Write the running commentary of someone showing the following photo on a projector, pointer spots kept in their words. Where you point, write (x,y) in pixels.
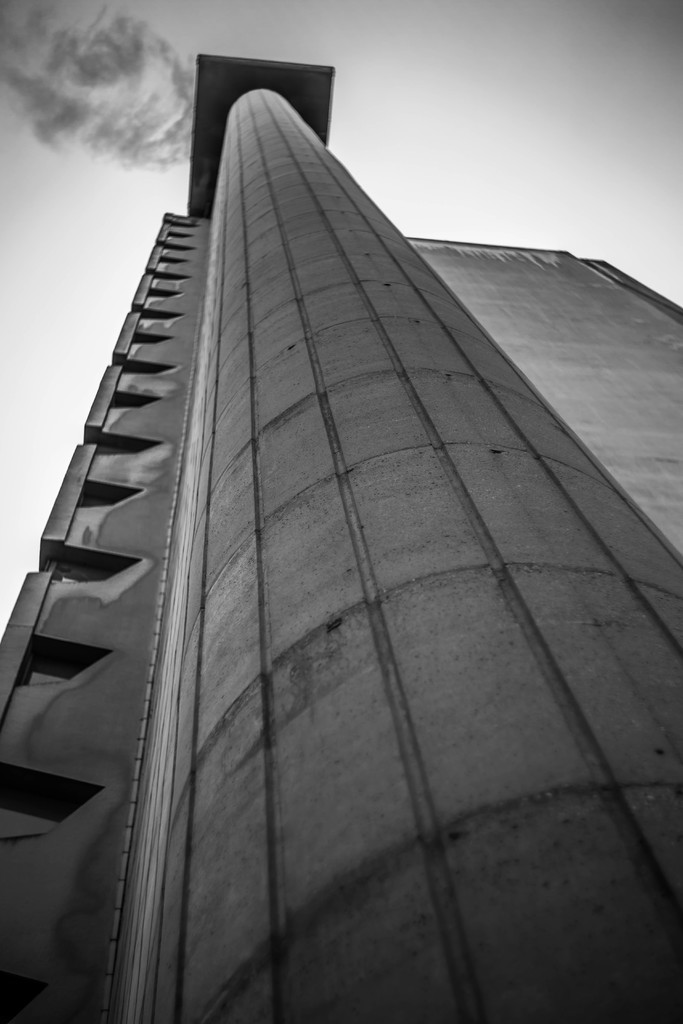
This picture is in black and white. It is taken in a low angle. In the picture there is a building (228,171). On the top (419,86), there is a sky (216,53).
